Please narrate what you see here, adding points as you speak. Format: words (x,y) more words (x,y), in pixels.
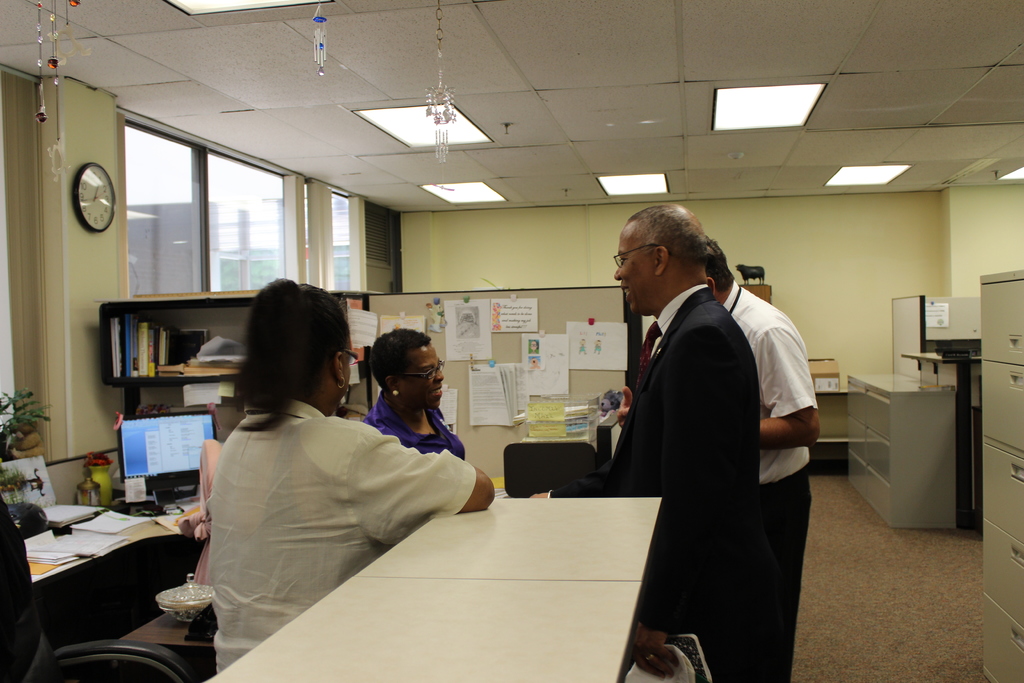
This is a picture taken in a office (1016,157), there are four persons (752,645) In front of the people (410,471) there is a table (91,574) on the table (70,569) there are papers (70,558), books (76,509), monitor (159,478) and keyboard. To the left side of the people (394,454) there is a shelf (175,376) with books (168,352) and files (201,366). Behind the people (330,430) there is a wall (420,267), glass window (254,227), clock (103,194) and there is a ceiling light (723,127) on top (421,134).
